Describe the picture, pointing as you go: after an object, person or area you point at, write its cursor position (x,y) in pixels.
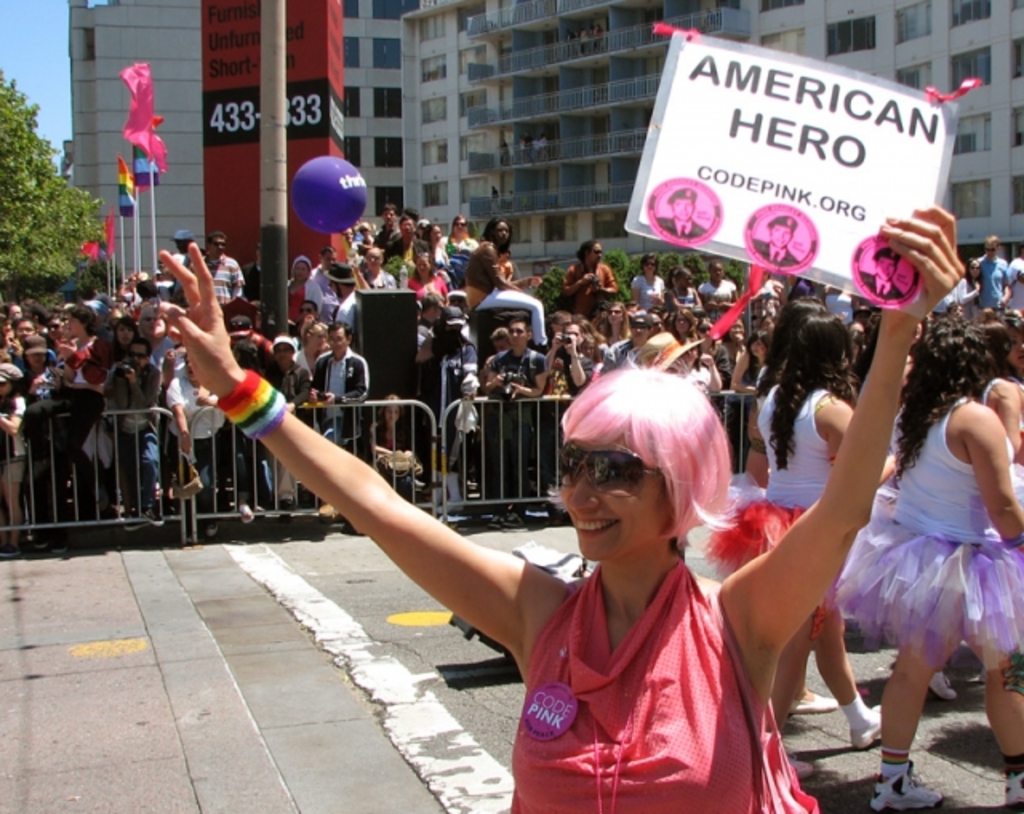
In this image there are buildings (504,83) truncated towards the top of the image (475,50), there are windows (426,78), there is the sky (41,49) truncated towards the top of the image (47,22), there is a tree (39,185) truncated towards the left of the image (46,232), there are group of persons (450,307), there are persons (92,346) truncated towards the left of the image (10,361), there are persons (963,412) truncated towards the right of the image (993,486), there are persons (502,333) holding an object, there is a fencing (161,485) truncated towards the left of the image (19,470), there is a board (226,120) truncated towards the top of the image (218,122), there is text (217,68) and number (225,106) on the board (229,109), there is a pole (270,137) truncated towards the top of the image (269,118), there are flags (148,121), there is a balloon (337,200), there is text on the balloon (327,187), there is a person (666,591) truncated towards the bottom of the image (695,564), there is the road (252,635) truncated towards the bottom of the image (276,730), there is an object (584,567) on the road (419,644).
